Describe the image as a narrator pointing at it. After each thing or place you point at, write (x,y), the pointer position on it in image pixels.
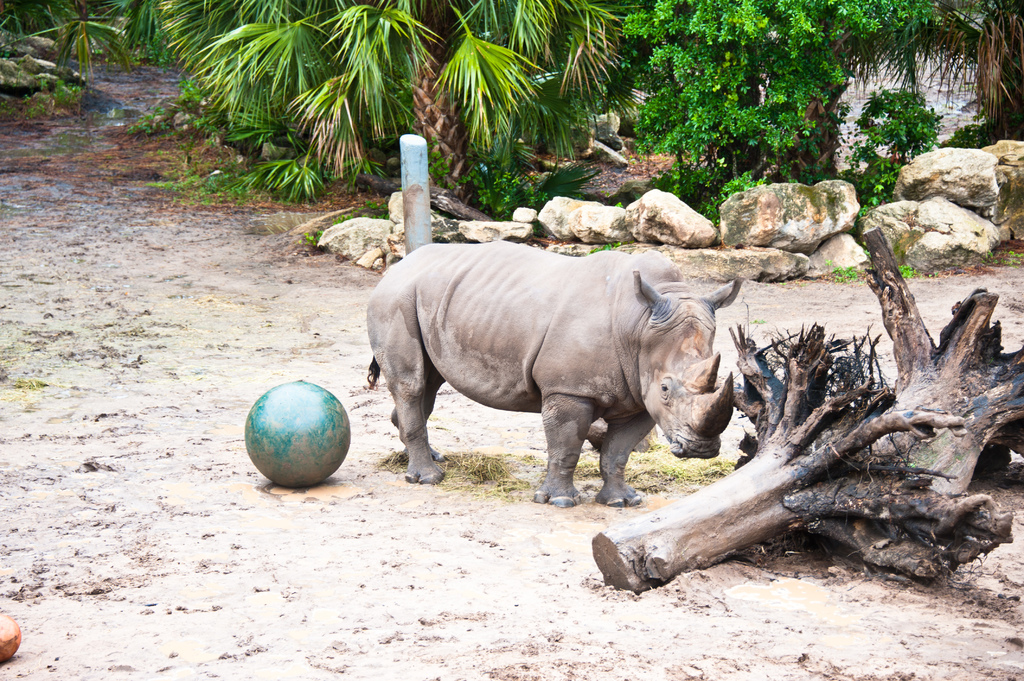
In this picture I can observe a rhino (463,353). The rhino (502,344) is in grey color. Beside the rhino (629,373) there is a green color sphere (292,425) on the land (220,421). In front of the rhino (586,389) I can observe trunks (727,514) of trees (680,553). In the background (334,244) there are rocks (612,224), plants (493,98) and trees (419,76) on the ground (147,182).
